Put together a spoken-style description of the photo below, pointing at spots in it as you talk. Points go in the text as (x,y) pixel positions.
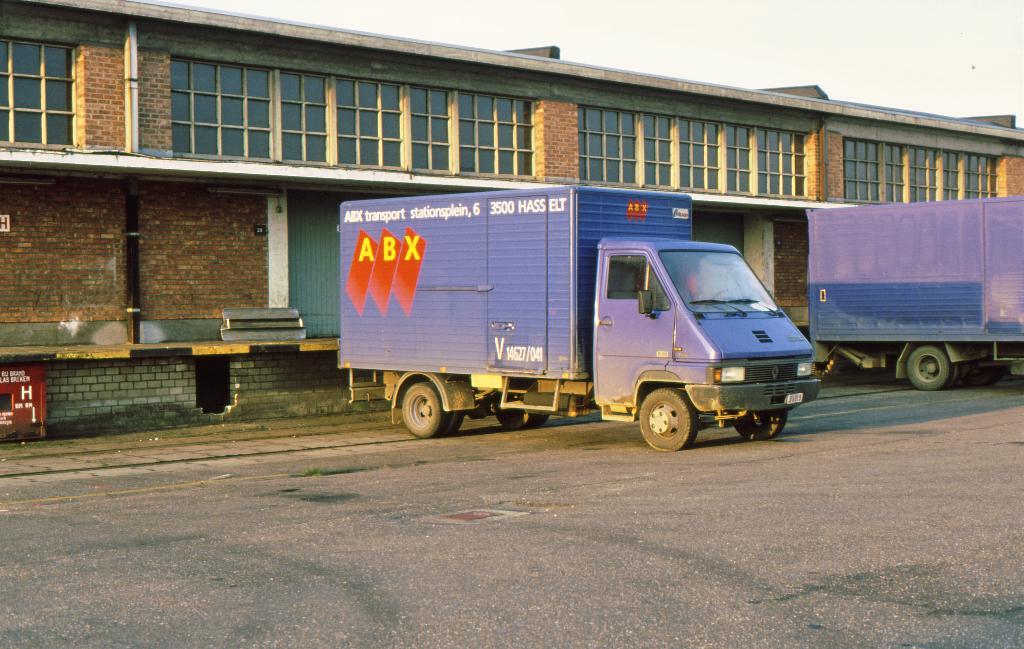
In this picture we can see vehicles (1012,248) on the road (482,460), building (96,367) with windows (440,102), wall (199,252), pipe (132,207) and in the background (736,60) we can see the sky (871,77).
